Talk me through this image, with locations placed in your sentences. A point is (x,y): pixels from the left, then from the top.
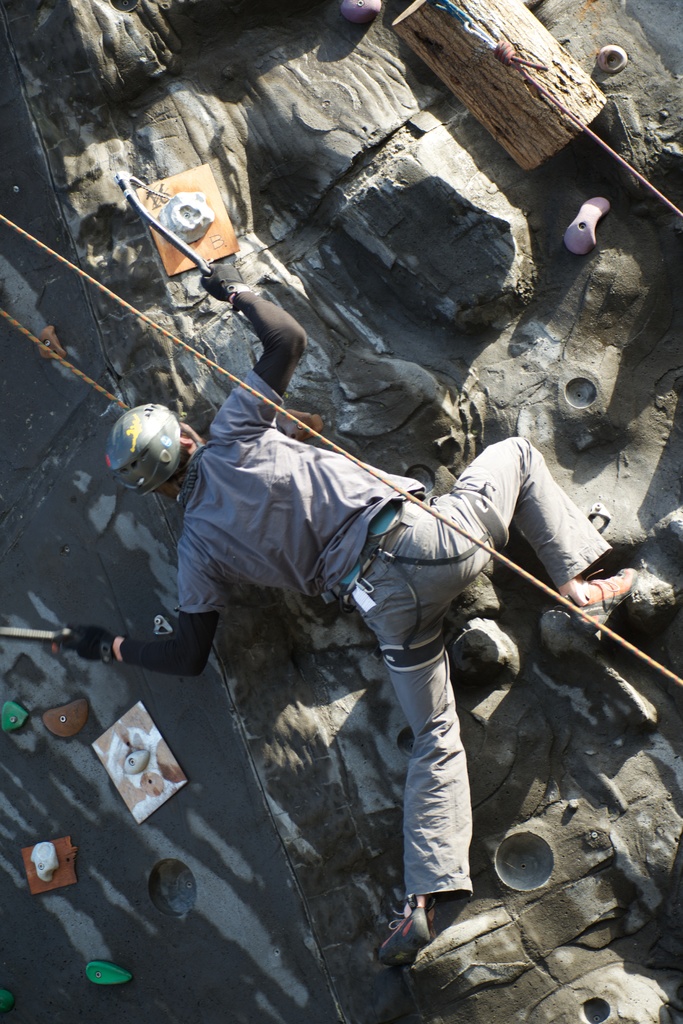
In this image there is a person (242,530) climbing.
